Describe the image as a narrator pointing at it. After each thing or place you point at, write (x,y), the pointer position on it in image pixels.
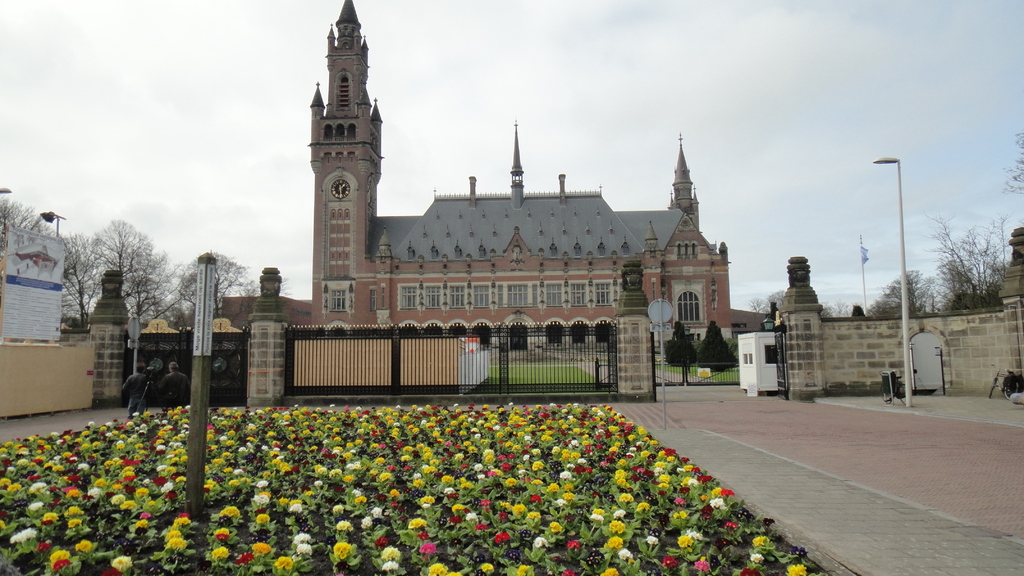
In this picture we can see a few flowers (301,422). There is some fencing (59,393). We can see a few trees (79,297), street lights (60,215) and a flag (863,285) on the right side (872,308). A building (440,256) and a clock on this building (421,315).
